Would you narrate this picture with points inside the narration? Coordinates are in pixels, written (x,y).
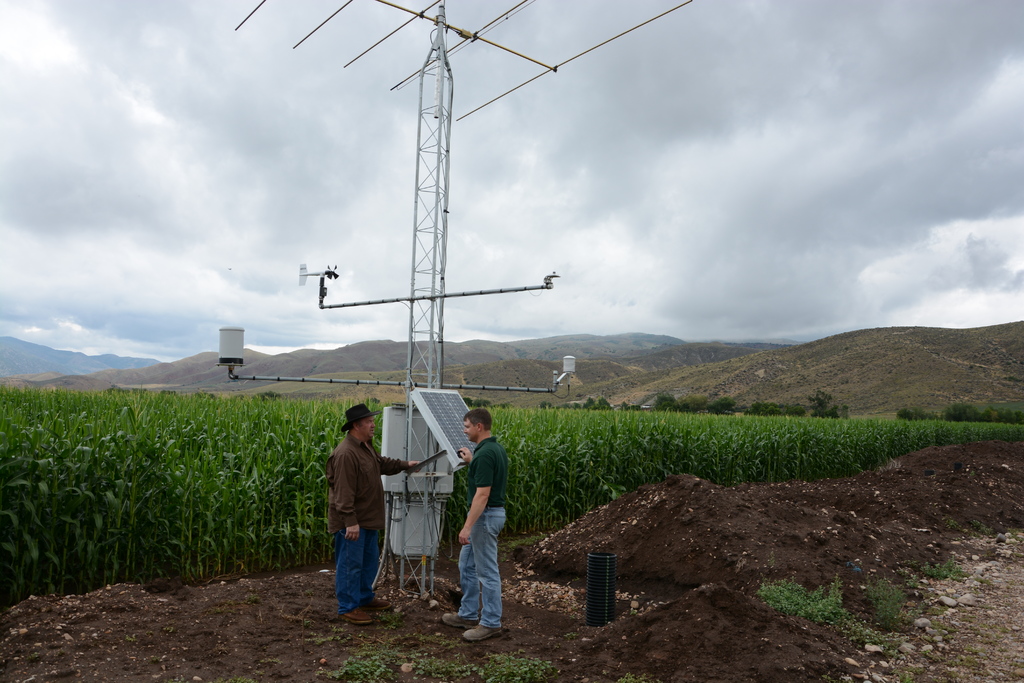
In this picture we can observe two persons (468,523) standing near the solar panel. We can observe a tower (409,406) and an antenna (445,25) fixed to the tower (435,41). There is a crop (214,471) behind them which is in green color. In the background (366,392) there are hills (500,354) and a sky (545,254) with clouds (309,229).
